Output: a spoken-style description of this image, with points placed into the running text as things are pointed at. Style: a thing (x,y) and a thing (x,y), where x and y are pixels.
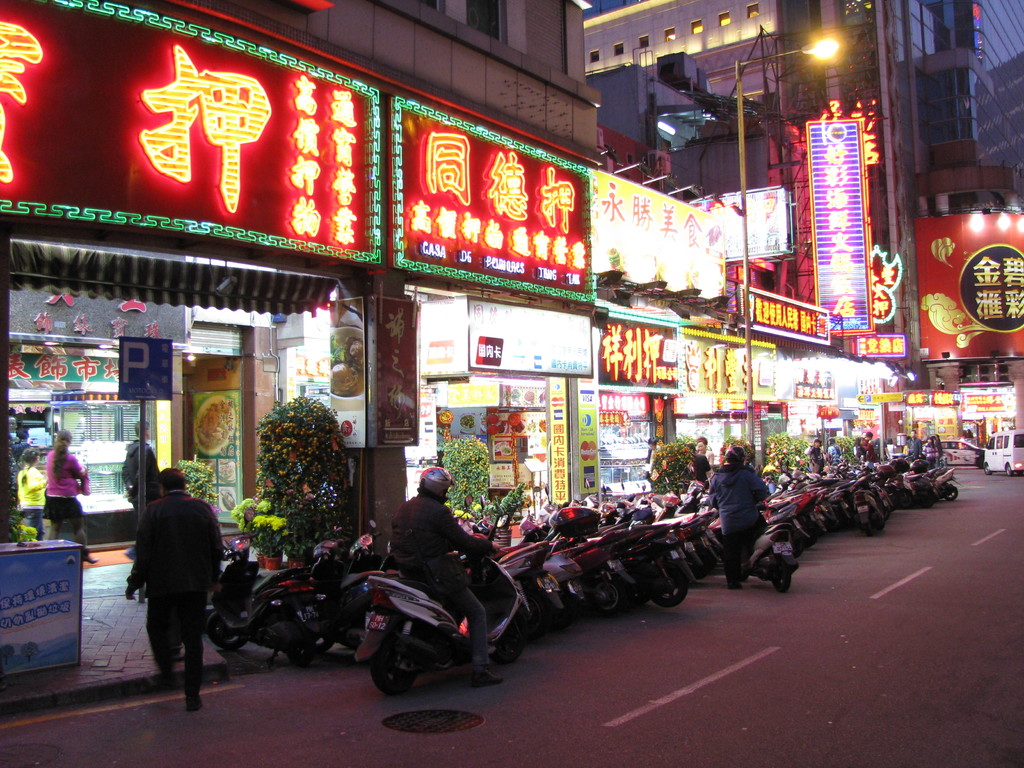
There are group of bikes (822,488) parking in front of a group of stores (409,412).
